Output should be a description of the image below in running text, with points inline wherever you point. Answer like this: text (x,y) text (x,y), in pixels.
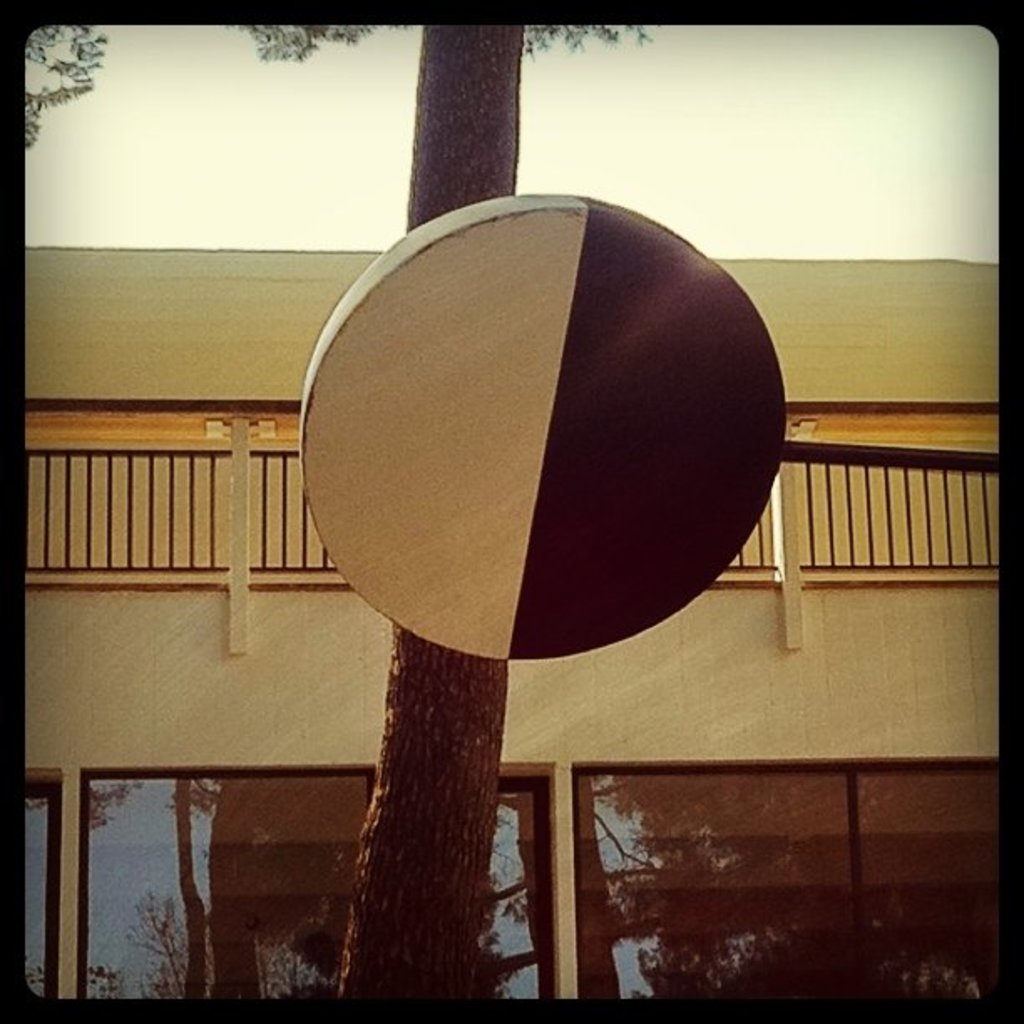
In this picture I can observe a tree (438,668) in the middle of the picture (422,676). There is a black and white color, circular shaped board (551,421) fixed to the tree (434,94). In the background (216,502) there is a building (802,523) and sky (612,176).
